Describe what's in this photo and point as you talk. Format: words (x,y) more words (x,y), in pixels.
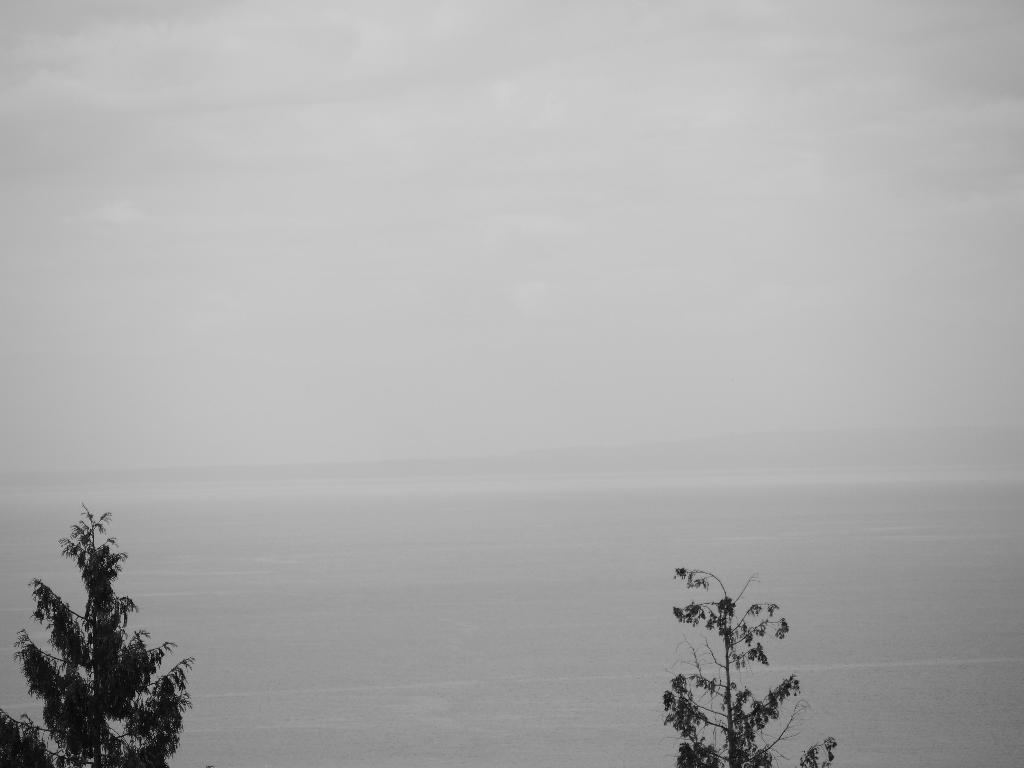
In this picture, we can see trees (134,659), and we can see the background (680,327).
